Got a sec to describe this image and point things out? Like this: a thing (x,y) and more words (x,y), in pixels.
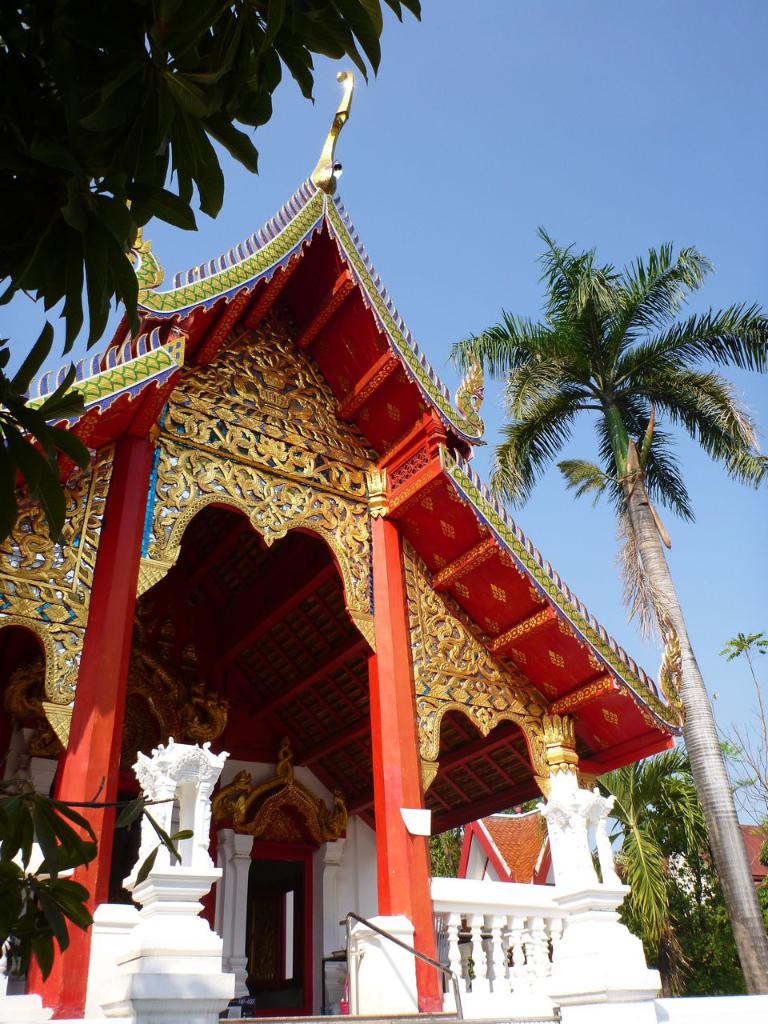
In this image there is an architecture (253,417), on either side of the architecture (272,356) there are trees (168,21), in the background (507,91) there is the sky (665,169).
